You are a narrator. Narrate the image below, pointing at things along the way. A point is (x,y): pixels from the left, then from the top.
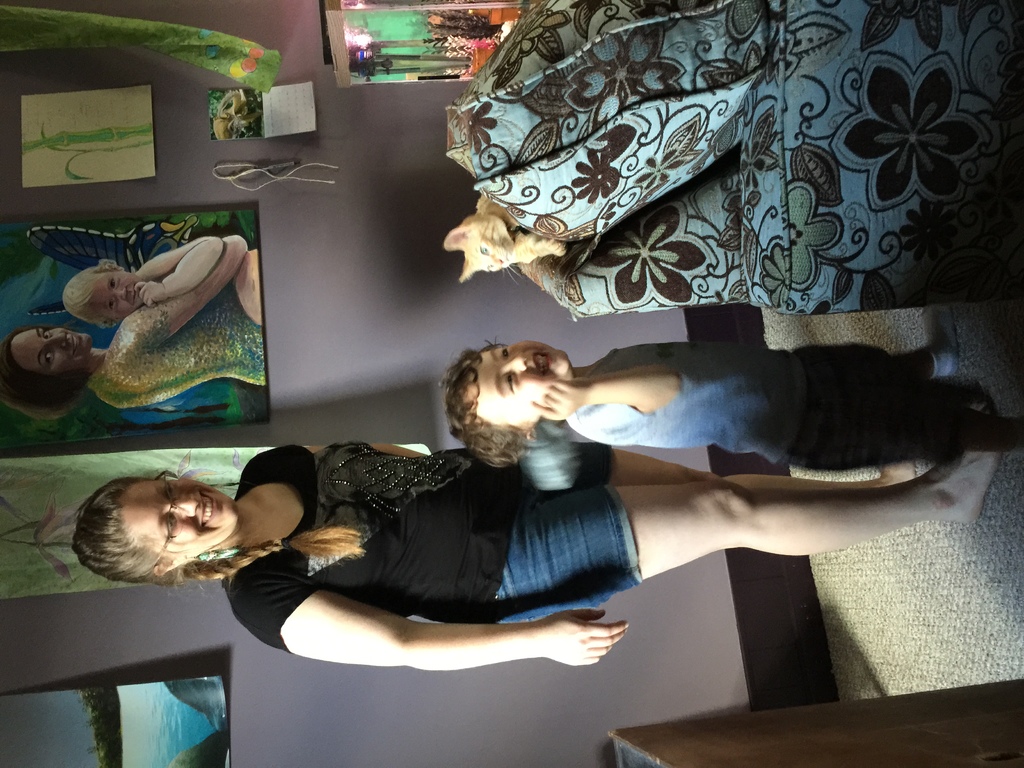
This image is taken indoors. At the bottom of the image (754,734) there is a table (790,739). On the right side of the image (882,618) there is a floor (932,594). In the middle of the image (489,396) a woman (427,550) and a kid (660,430) are standing on the floor (883,558). In the background (331,90) there is a wall (352,276) with a few picture frames (170,685) on it. At the top of the image (464,66) there is an aquarium (457,38) and there is a couch (671,224). A cat (510,235) is sitting on the couch (567,248).
